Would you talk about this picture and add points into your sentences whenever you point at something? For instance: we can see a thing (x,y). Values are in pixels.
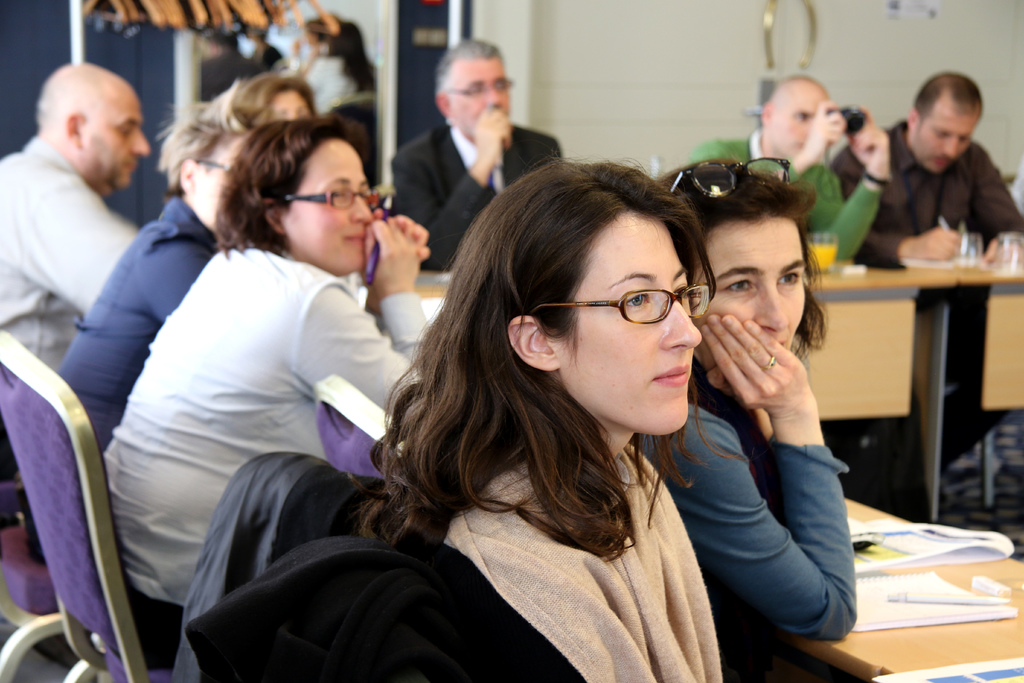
A group of people (216,195) are sitting at a table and looking at something.
